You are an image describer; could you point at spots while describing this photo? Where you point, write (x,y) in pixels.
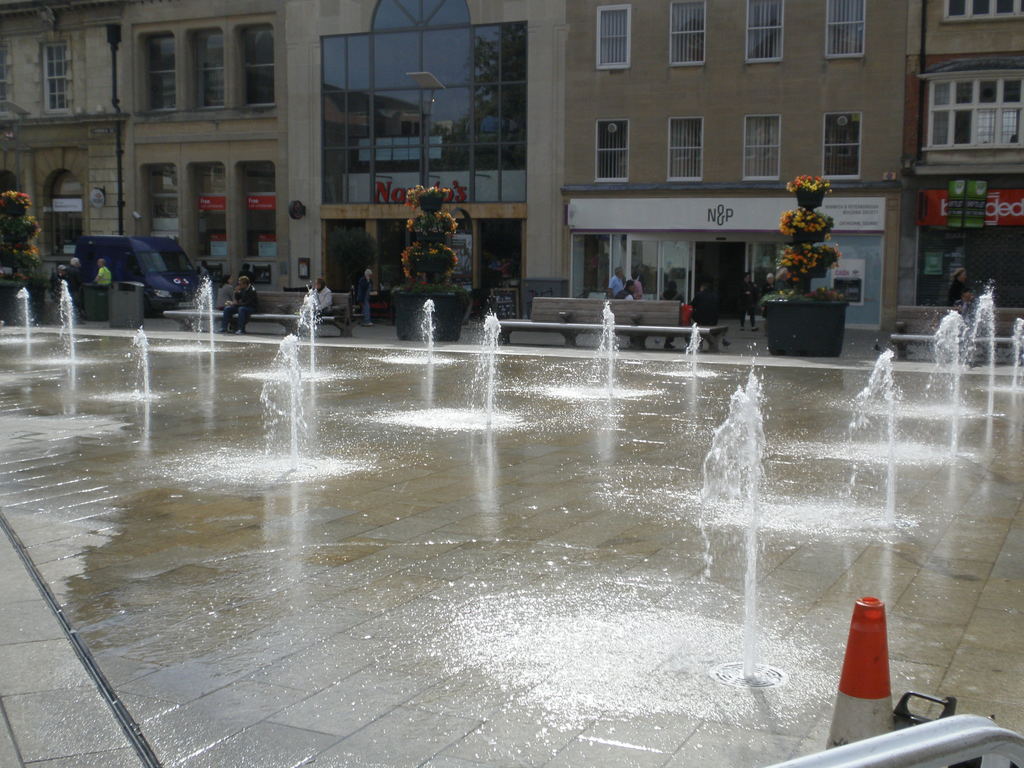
In this image we can see there is a fountain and on the bottom right side of the image (903,697) there is a traffic safety (862,647) cone and some metal structure (911,734), behind the fountain (197,303) there are few flower pots (797,283), in between there are a few people (244,314) sitting on the benches (261,309). In the background (487,161) there are buildings (487,161), in front of the buildings (405,209) there are few vehicles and few people (370,282) on the road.
